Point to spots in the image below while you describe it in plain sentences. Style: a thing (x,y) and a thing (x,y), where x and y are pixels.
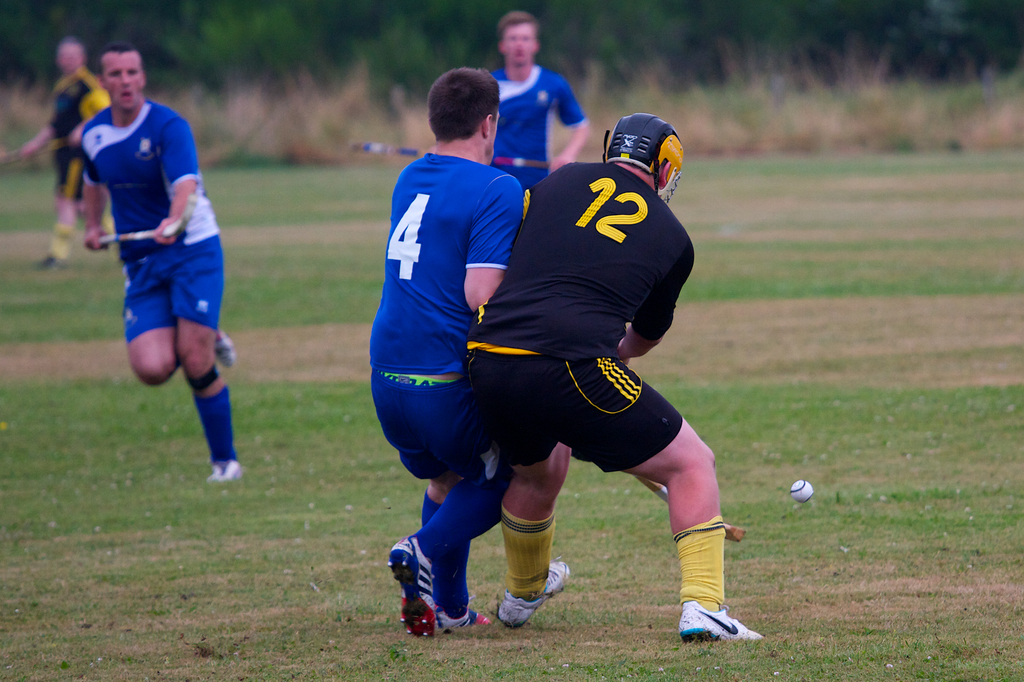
In the image in the center (469,252) we can see one ball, few people (142,213) were standing and they were holding some object (359,147). And they were in different color t shirt (487,167). In the background (457,38) we can see trees (785,9), plants (721,126) and grass (697,144).
